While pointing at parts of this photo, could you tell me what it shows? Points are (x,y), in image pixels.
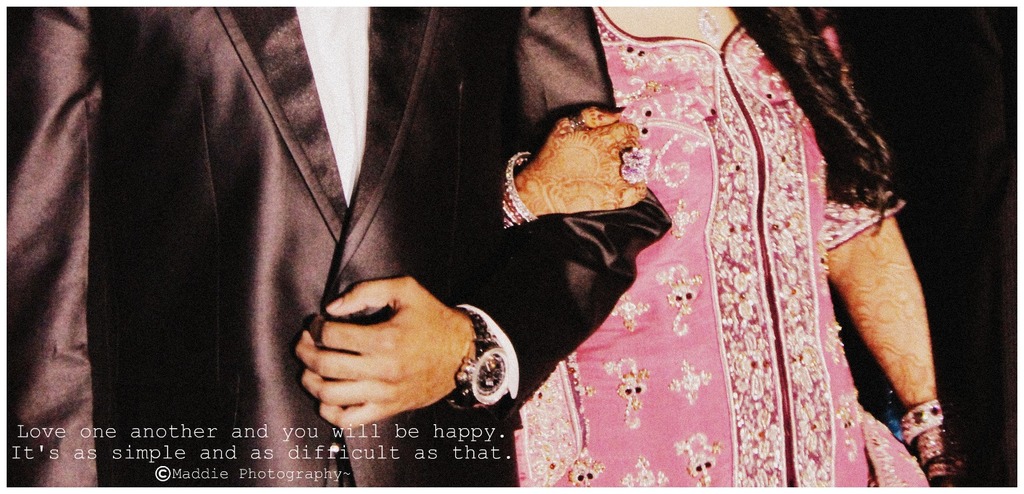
In this picture I can see a man (345,245) and a woman (683,239) are standing together. The man (319,250) is wearing suit (275,306) and a watch (477,331). The woman (595,159) is wearing pink color dress (685,170).
